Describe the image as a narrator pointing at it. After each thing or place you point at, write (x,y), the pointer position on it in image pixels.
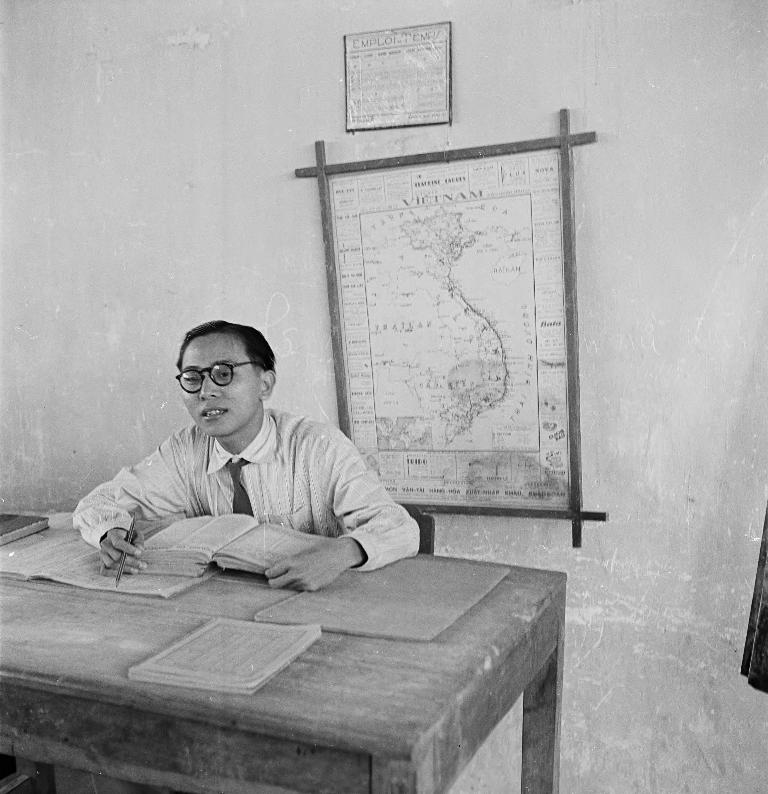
It is a black and white picture where one person (406,552) is sitting in the chair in front of the table (349,660) and on the table (350,682) there are books (162,657) and a pen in his hands (129,567) and behind him there is a big wall (109,277) and there is the map (505,381) placed on it and one picture (398,112) above the map (411,227).
